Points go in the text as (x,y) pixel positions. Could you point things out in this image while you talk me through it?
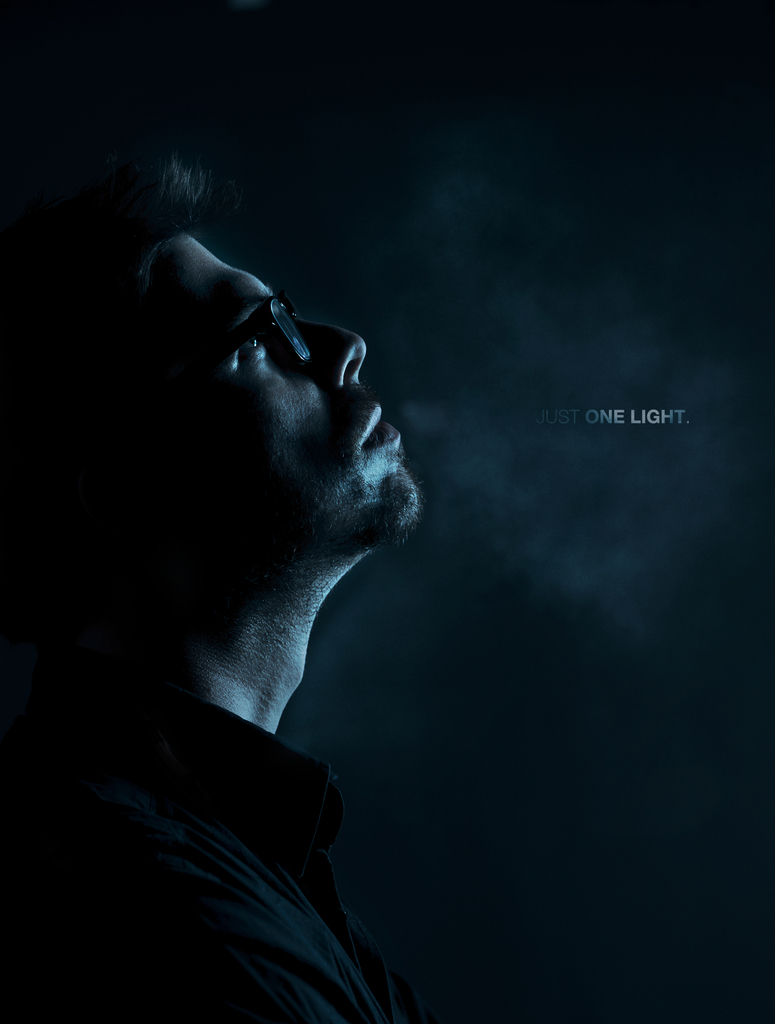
In this picture we can see a man (261,745) in the front (250,716), he is wearing spectacles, on the right side (637,422) there is some text (655,418), we can see a dark background (593,158).
